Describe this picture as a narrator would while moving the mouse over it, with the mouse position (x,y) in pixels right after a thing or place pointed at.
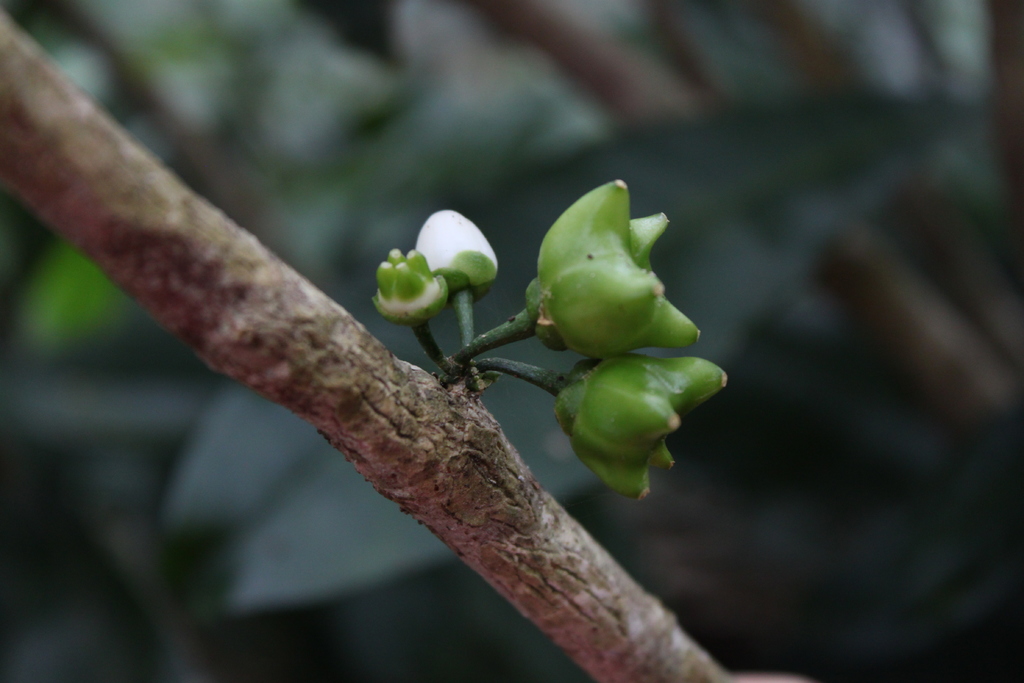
In this picture we can see the buds (467,267) on the branch (534,599) and behind the buds (585,307) there is the blurred background (875,587).
